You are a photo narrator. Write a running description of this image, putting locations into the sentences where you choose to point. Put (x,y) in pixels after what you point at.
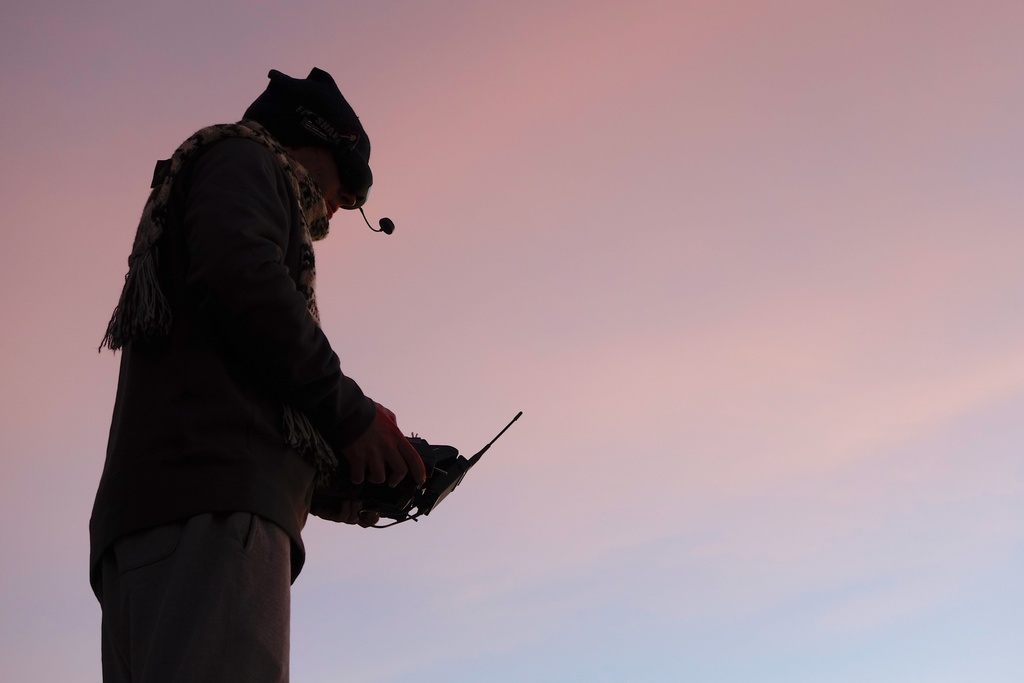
This image consists of a man (234,405) wearing a cap (263,106) and a scarf (293,187). He is holding a remote (433,490). In the background (634,344), we can see the sky (656,337).
